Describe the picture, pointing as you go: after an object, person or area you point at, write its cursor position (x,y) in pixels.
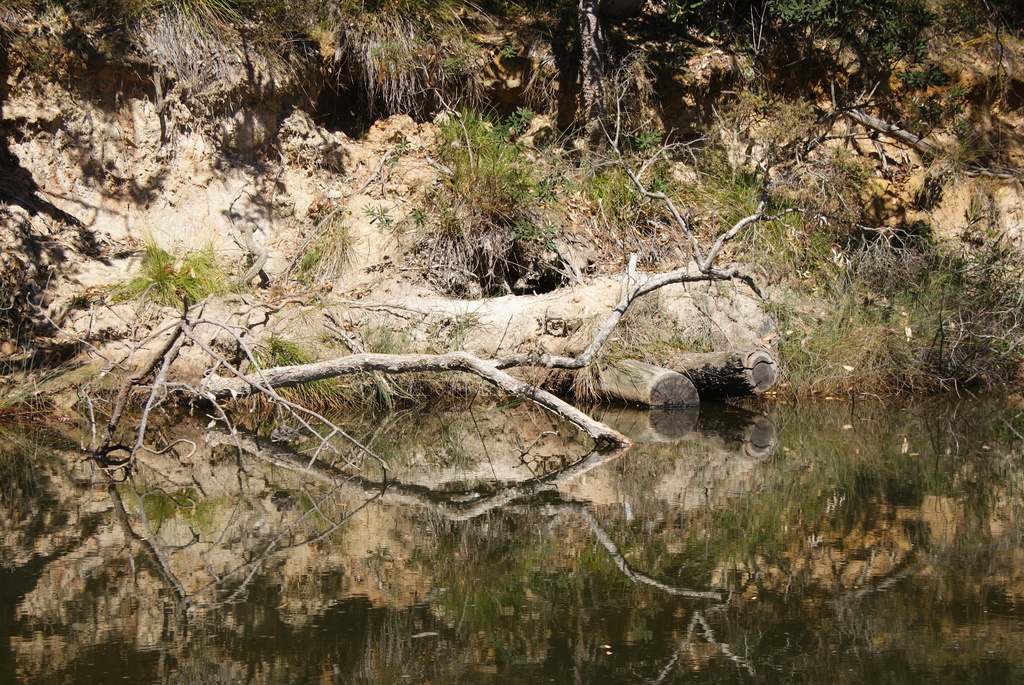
In the picture there is water (478,463), beside the water (820,683) there are plants (520,224) and there is a branch (406,364), on the water (525,413) we can see the reflection (575,544) of the plants (495,220) and the branch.
